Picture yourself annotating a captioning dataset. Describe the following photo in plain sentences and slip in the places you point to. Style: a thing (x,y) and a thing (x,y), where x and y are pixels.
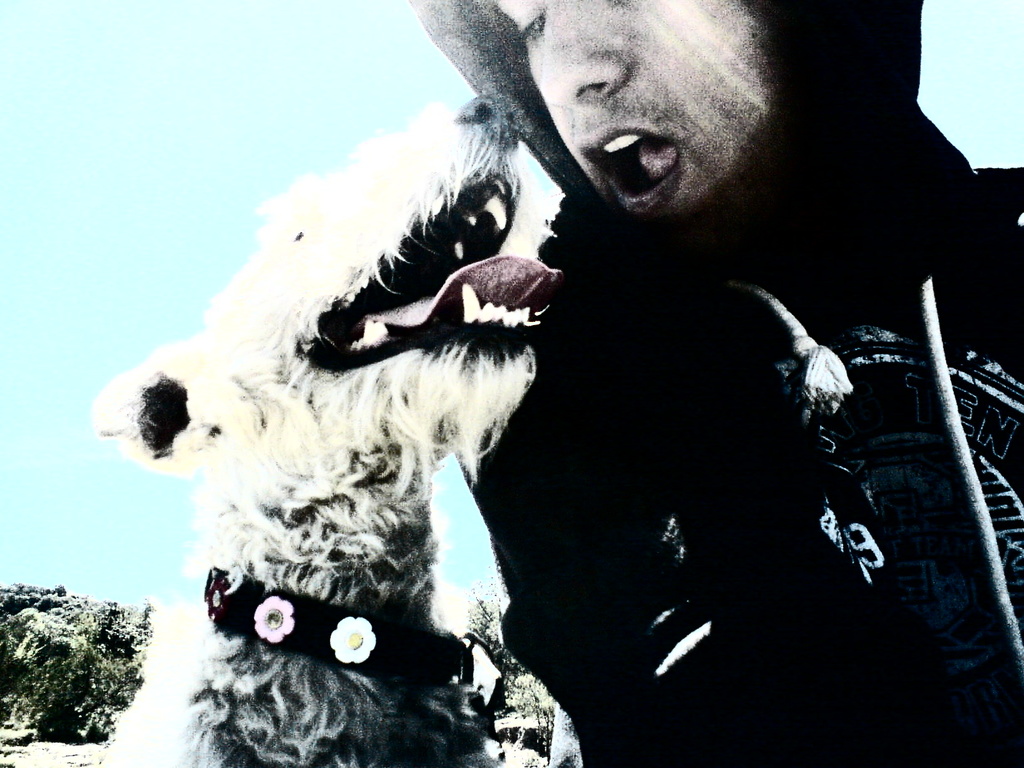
In this image i can see a man (819,288) talking, beside a man (676,187) there is a dog (445,284), at the back ground (89,351) there is a tree (128,662) and a sky (80,338).
